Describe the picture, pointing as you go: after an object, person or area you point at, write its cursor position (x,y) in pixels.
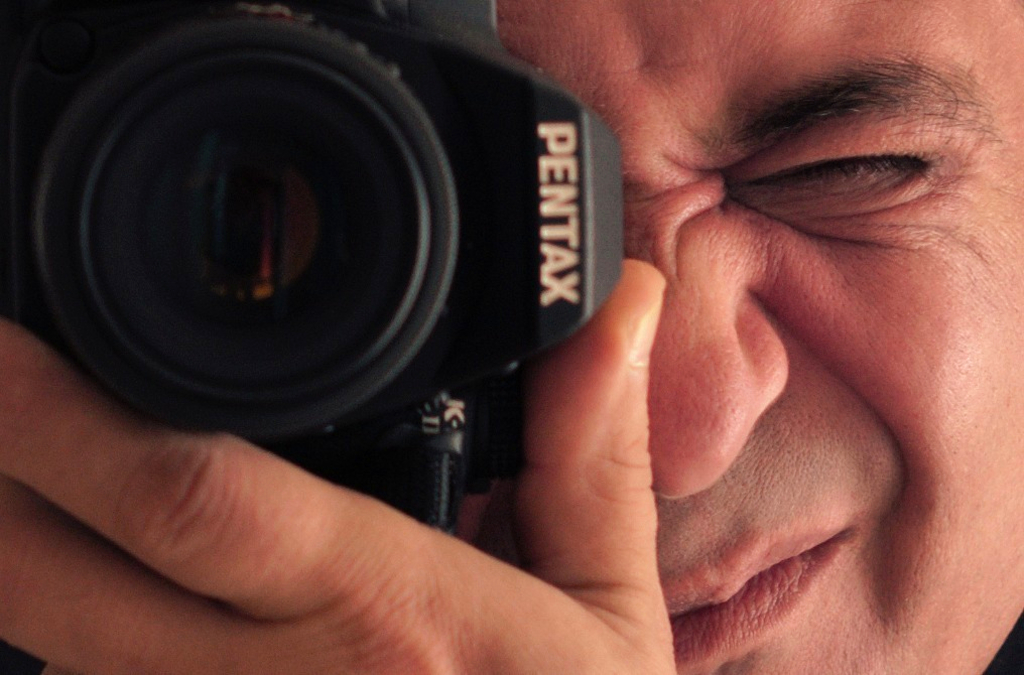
In this image, there is a person (692,83) taking a snap with the camera (464,121).
